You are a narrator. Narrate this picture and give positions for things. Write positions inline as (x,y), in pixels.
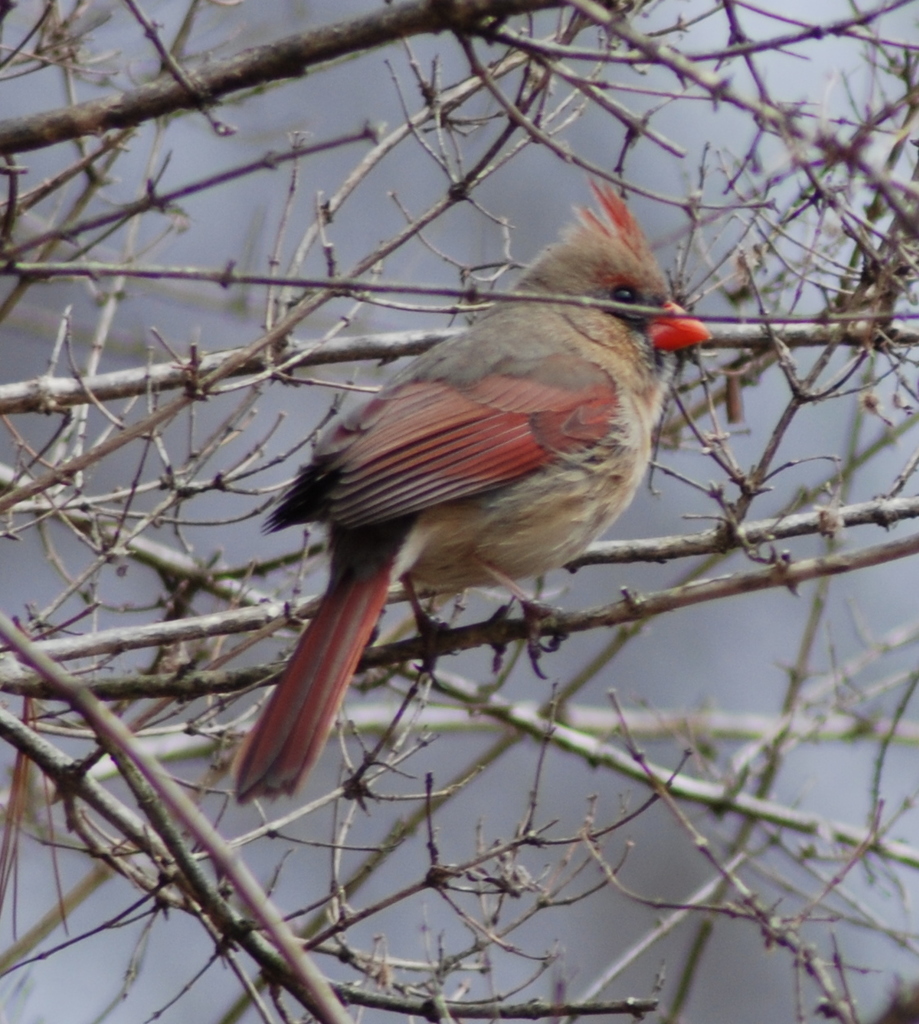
In the middle of the image (433,482) we can see a bird (496,407) on the branch (455,643).
